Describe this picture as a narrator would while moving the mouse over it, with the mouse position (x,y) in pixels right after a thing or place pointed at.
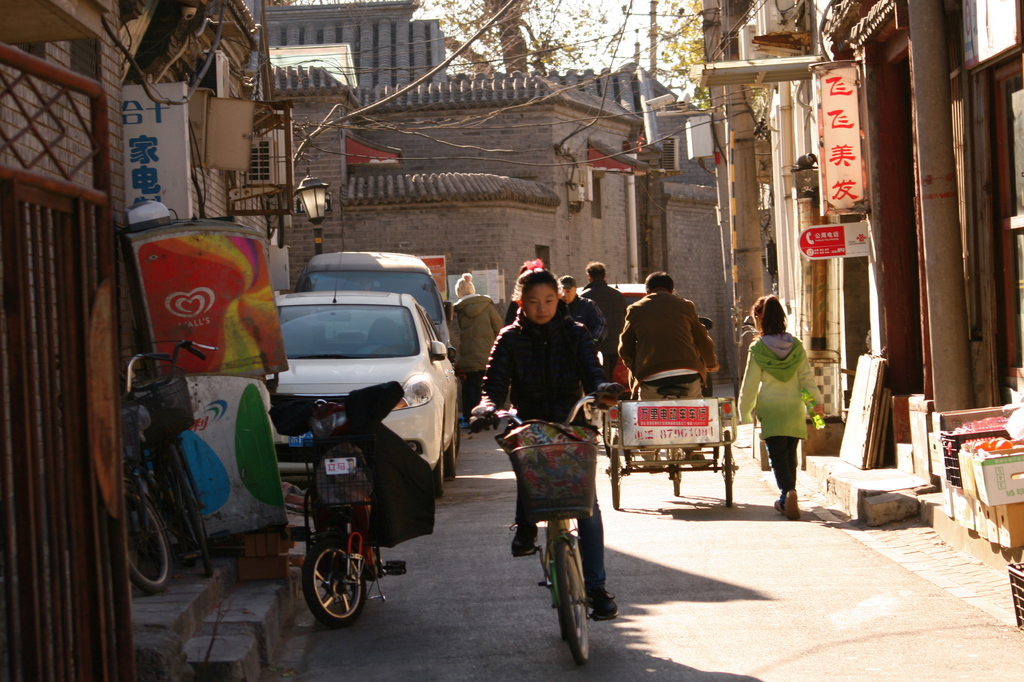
In the image I can see a lady (543,318) who is riding the bicycle (548,444) and around there are some other vehicles (344,457), houses (333,180), buildings (334,193) to which there are some boards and also I can see a tree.
